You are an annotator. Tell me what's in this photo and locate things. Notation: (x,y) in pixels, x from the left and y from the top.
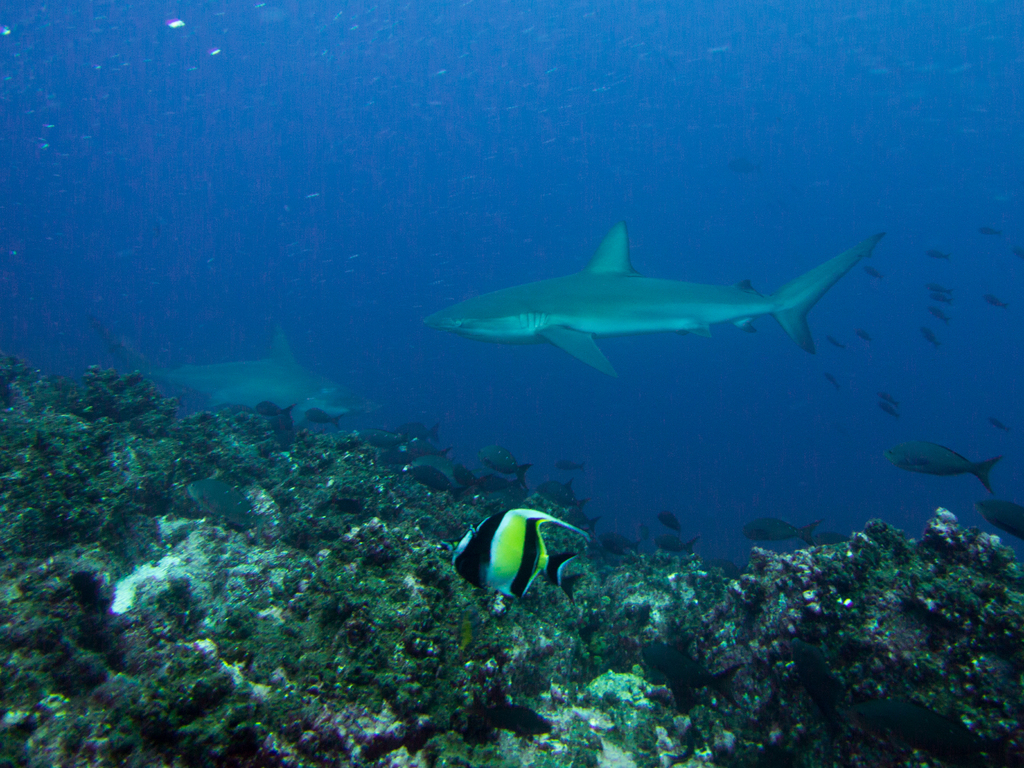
This image is taken in the sea (365,228). At the bottom of the image (112,568) there are many coral reefs (494,612). In the middle of the image (488,321) there are a few fishes (211,367) in the water (297,233).
